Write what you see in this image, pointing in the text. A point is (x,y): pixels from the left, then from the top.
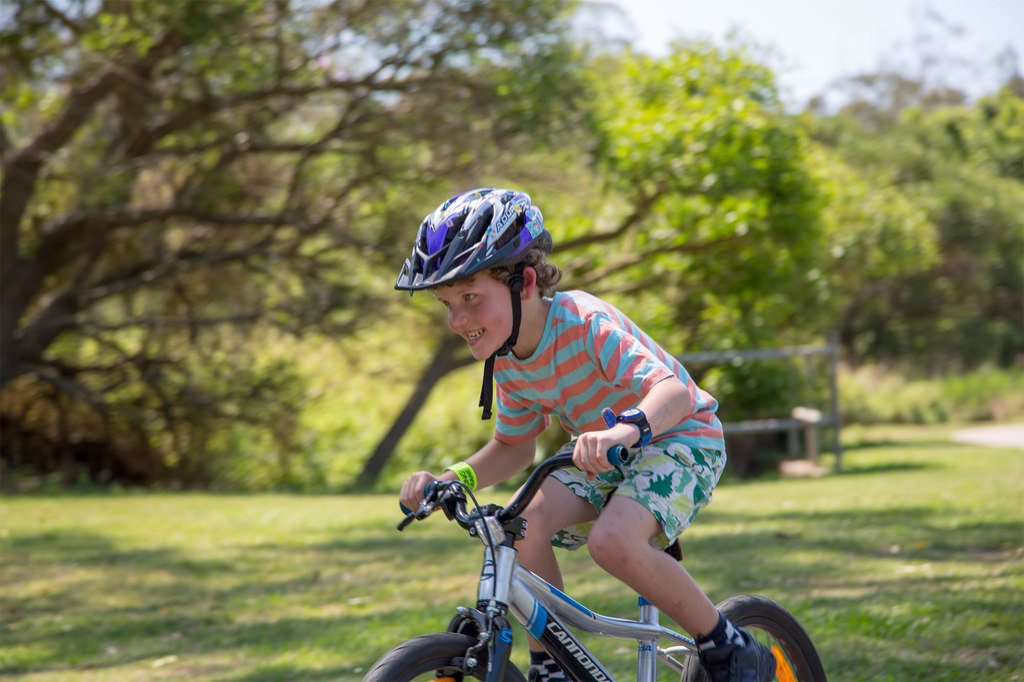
In this picture there is a boy (564,420) riding a bicycle (652,627). There is some grass (245,598) on the ground (249,618), bench (783,427) and some trees (572,176) are seen in the background (590,176).
